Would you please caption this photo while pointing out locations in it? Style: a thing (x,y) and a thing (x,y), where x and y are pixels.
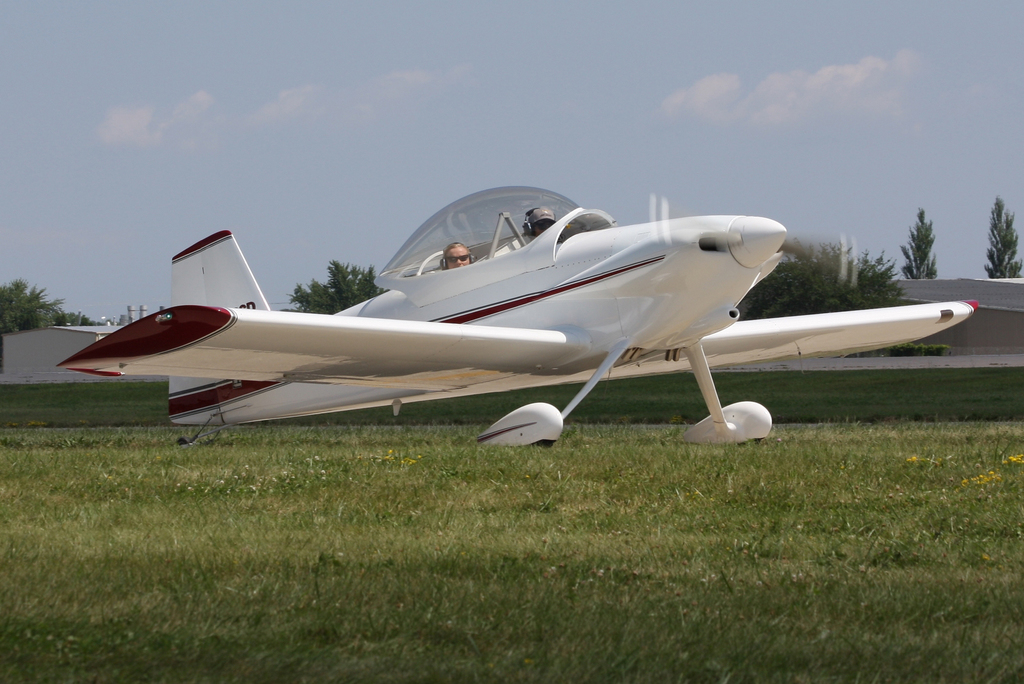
In this image we can see an aircraft (521,410) and there are two people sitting in it and we can see grass (557,534) on the ground (547,525). There are some buildings (53,330) and trees (926,274) in the background (53,330) and at the top (248,107) we can see the sky (516,145).
